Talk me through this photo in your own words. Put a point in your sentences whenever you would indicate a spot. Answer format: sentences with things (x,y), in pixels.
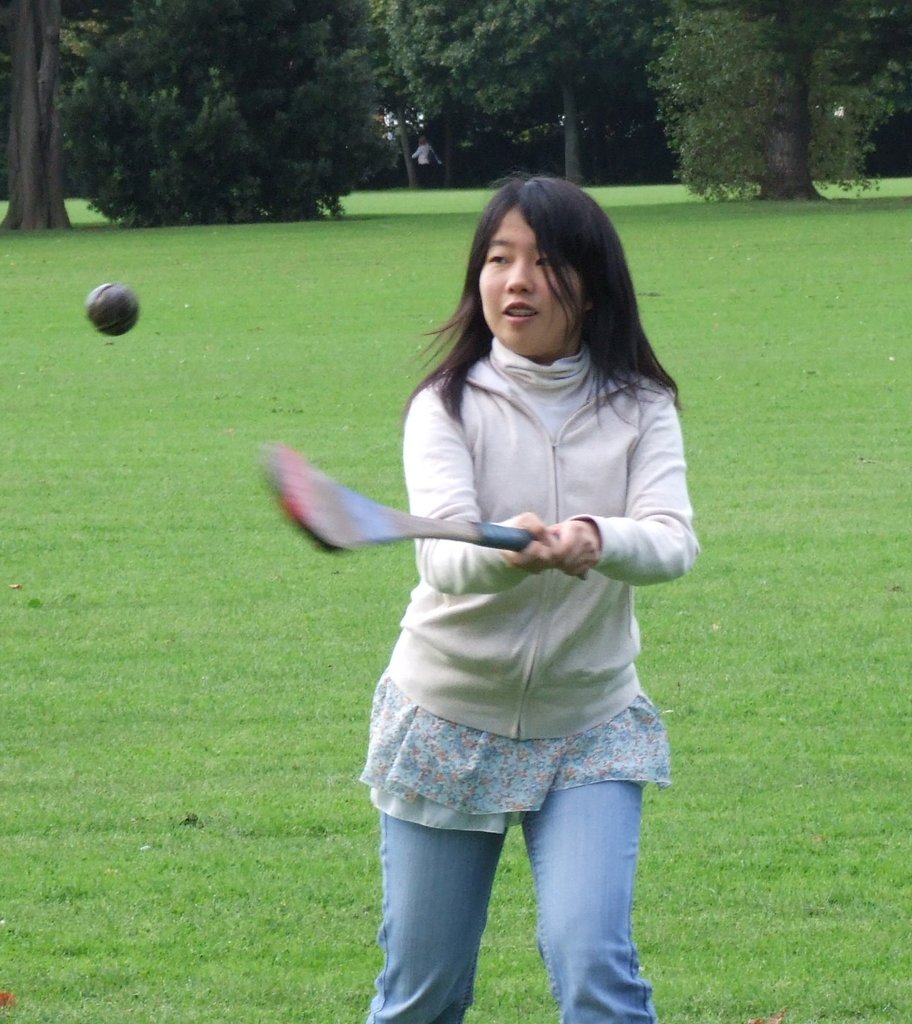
Here I can see girl (533,454) wearing a jacket (509,686), jeans (539,878), holding a bat (361,534) in the hands (566,535) and playing with the ball (117,331). At the bottom of the image (174,834) I can see the grass (188,719). In the background (502,58) there are some trees (267,95) and I can see a person (422,156) is standing under the tree (423,129).
